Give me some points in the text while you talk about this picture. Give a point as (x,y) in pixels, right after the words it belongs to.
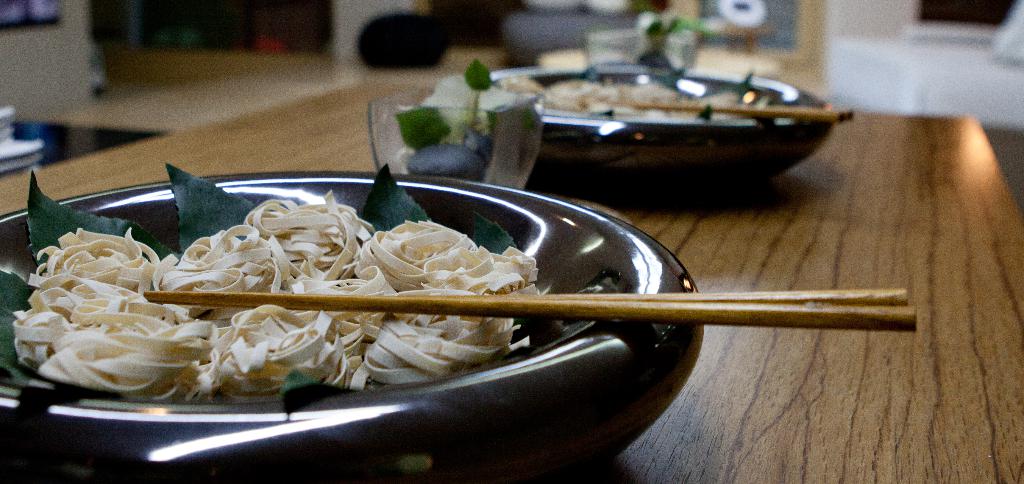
We can see bowls (577,243), sticks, food (557,103), glass (481,149) on the table (931,321).
